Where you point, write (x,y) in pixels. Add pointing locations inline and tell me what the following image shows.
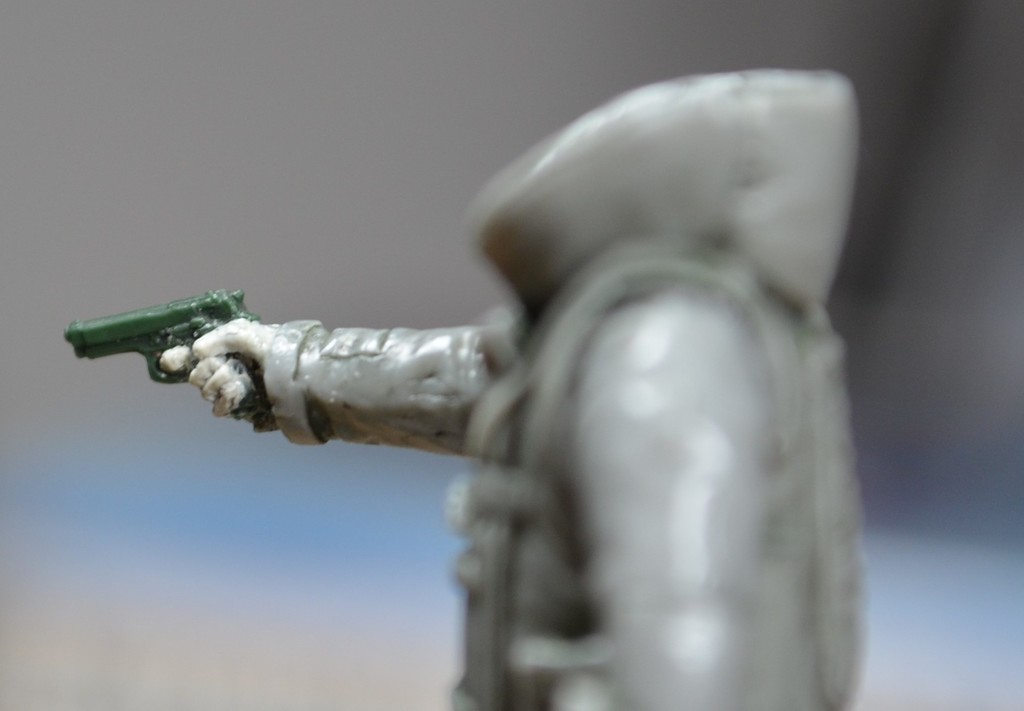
In this picture I can see the toy (735,465) who is holding a green gun (118,335). In the background (144,553) I can see the blur image.
